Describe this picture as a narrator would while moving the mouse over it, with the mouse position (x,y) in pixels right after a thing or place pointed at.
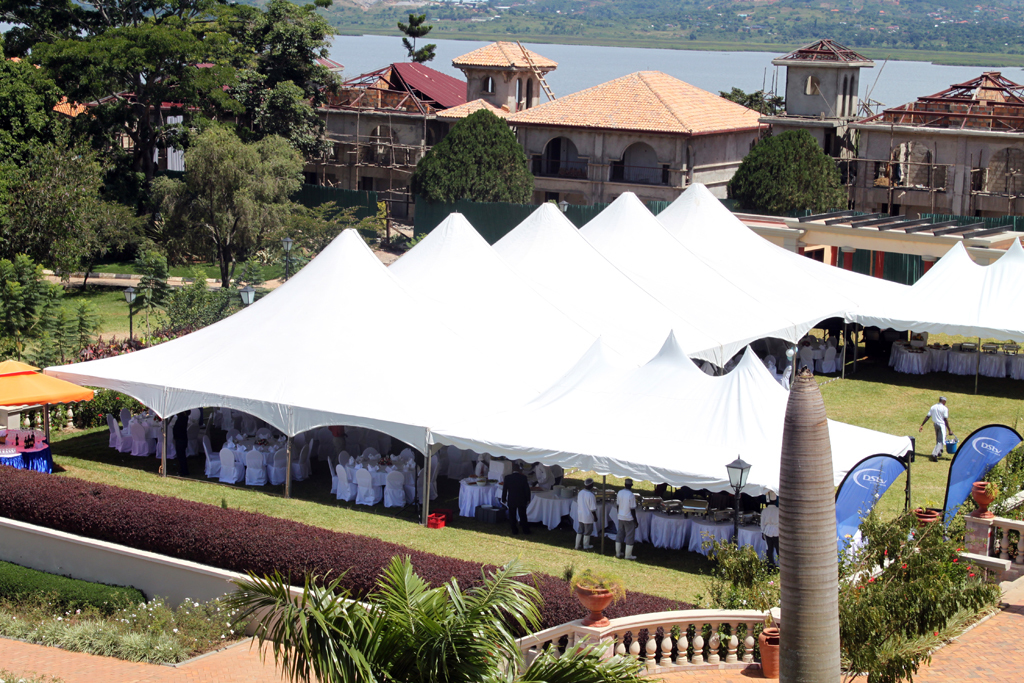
In this image we can see the buildings (975,168), in front of the buildings (646,90) we can see there are tents (427,468) and in that there are tables (610,516) with a cloth (385,480) and chairs (347,471). And there are a few objects (555,488) on the table (273,437). And there are trees (819,625), light poles (735,511), railing (628,628), grass (260,492), water (625,59) and plants (167,610) with flower (198,607). And there are potted plants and it looks like a palm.
